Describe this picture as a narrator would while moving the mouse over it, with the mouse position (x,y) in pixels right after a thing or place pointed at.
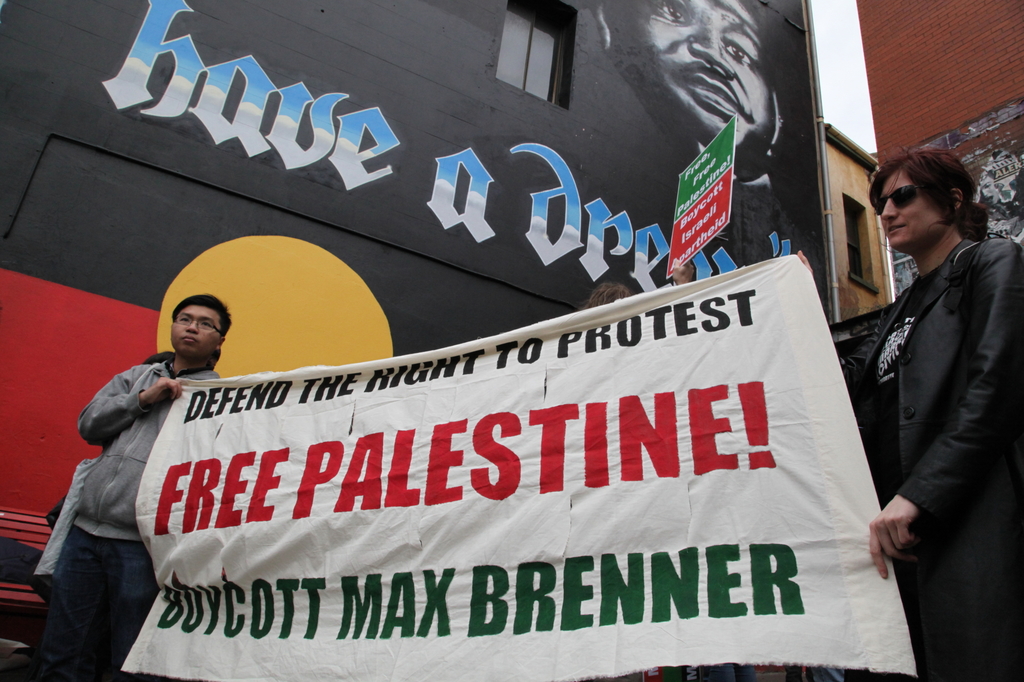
There are two persons (899,432) holding a banner (279,640) in their hands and there is a hoarding (723,211) in a person hand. In the background (664,99) there is a picture (696,83) and a text (210,126) written on the wall (315,225) and we can see a pole (828,198), windows (537,86) and the sky (831,81).
